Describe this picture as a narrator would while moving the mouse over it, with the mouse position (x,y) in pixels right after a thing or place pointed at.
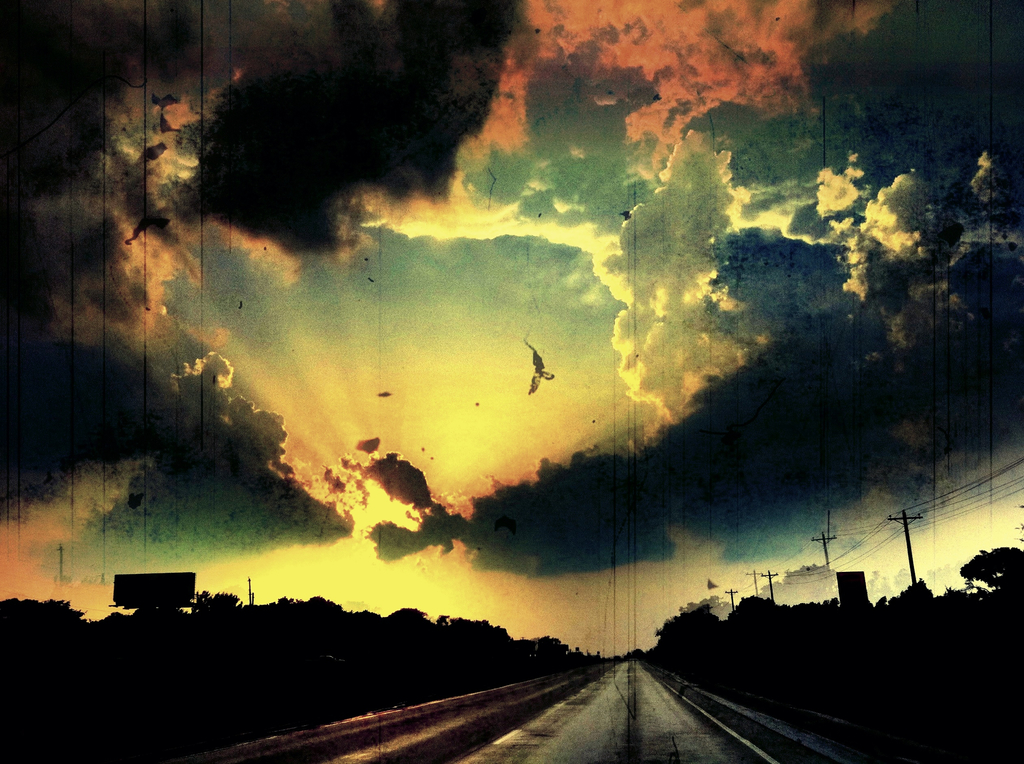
At the bottom of the picture (801,636) we can see trees (995,568), current poles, cables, road (540,703) and other objects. At the top (518,96) it is sky (409,440).
